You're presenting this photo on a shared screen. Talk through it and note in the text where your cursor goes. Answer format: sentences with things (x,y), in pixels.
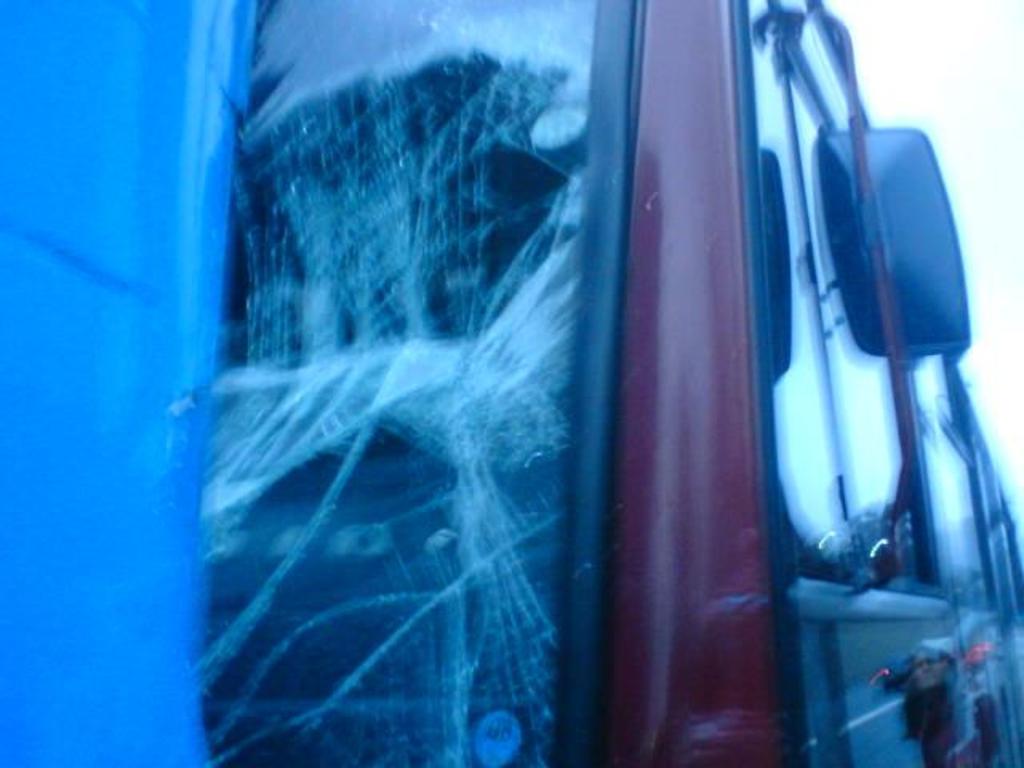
In this picture it looks like a blur image of a vehicle (759,510) with a broken window glass (274,429).
